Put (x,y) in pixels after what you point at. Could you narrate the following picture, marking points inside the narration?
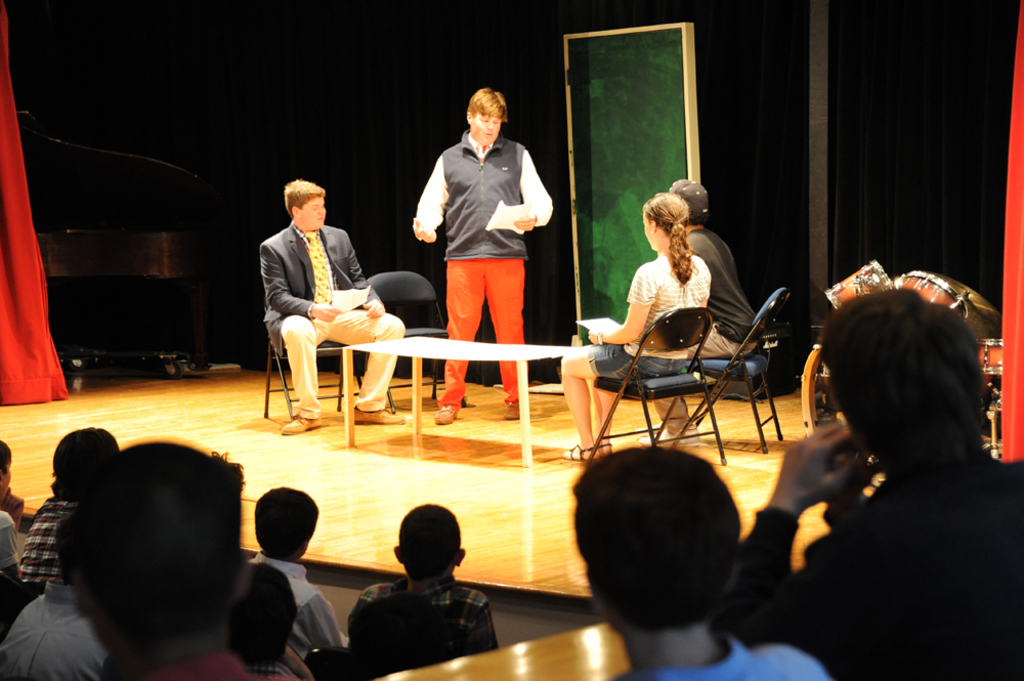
This is an inside view. Here I can see three people (382,310) are sitting on the chairs (693,369) and one person (508,242) is standing and holding a paper (520,214) in his hand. These people (528,218) are on the stage (396,458). On the bottom of the image (413,594) I can see some more people (841,557) are looking at this persons (465,247). In the background (910,153) I can see black color curtains (863,121).
